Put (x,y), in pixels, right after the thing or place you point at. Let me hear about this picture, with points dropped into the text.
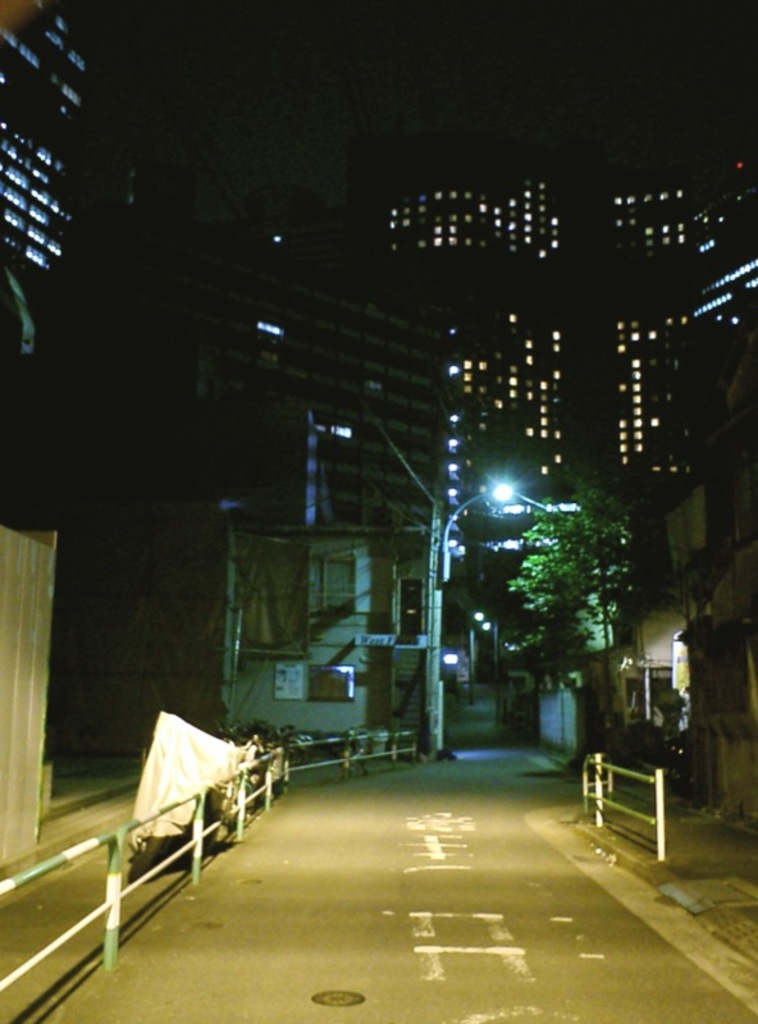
This picture shows few buildings (464,479) and we see a tree (600,623) and a pole light (516,489) and we see a metal fence (261,780) and a motorcycle (191,807) parked and covered with a cover (197,730) on it and we see lights (451,231) to the buildings (616,291).
